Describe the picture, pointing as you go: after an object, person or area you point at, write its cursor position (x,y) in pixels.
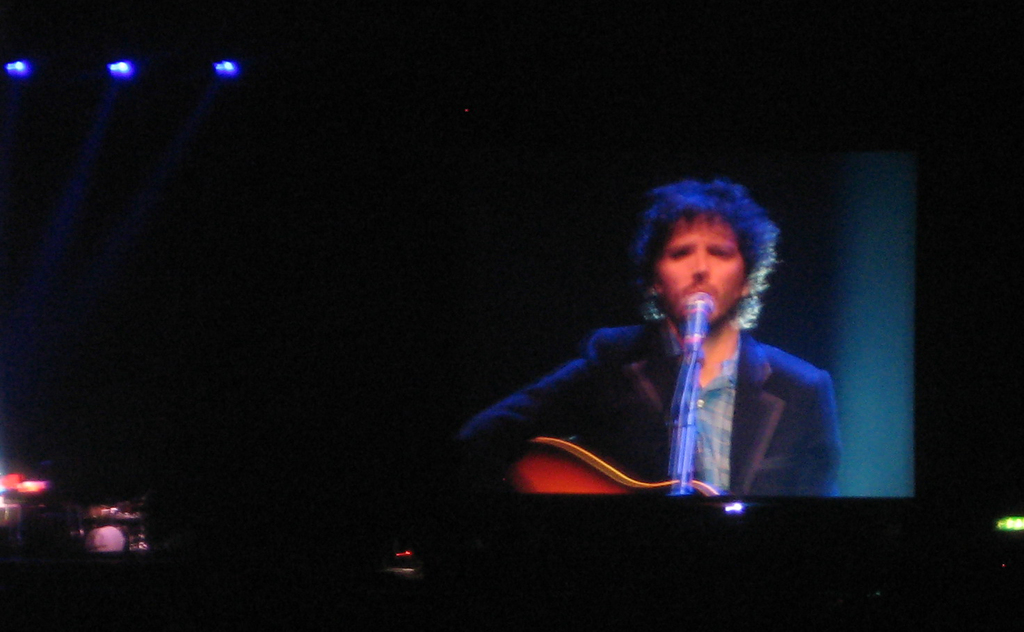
In this image I can see a man (670,407), a mic (700,297) and brown colour guitar (567,478). I can see he is wearing shirt (725,444) and blazer (755,419). I can see few lights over here and I can see this image is little bit in dark.
